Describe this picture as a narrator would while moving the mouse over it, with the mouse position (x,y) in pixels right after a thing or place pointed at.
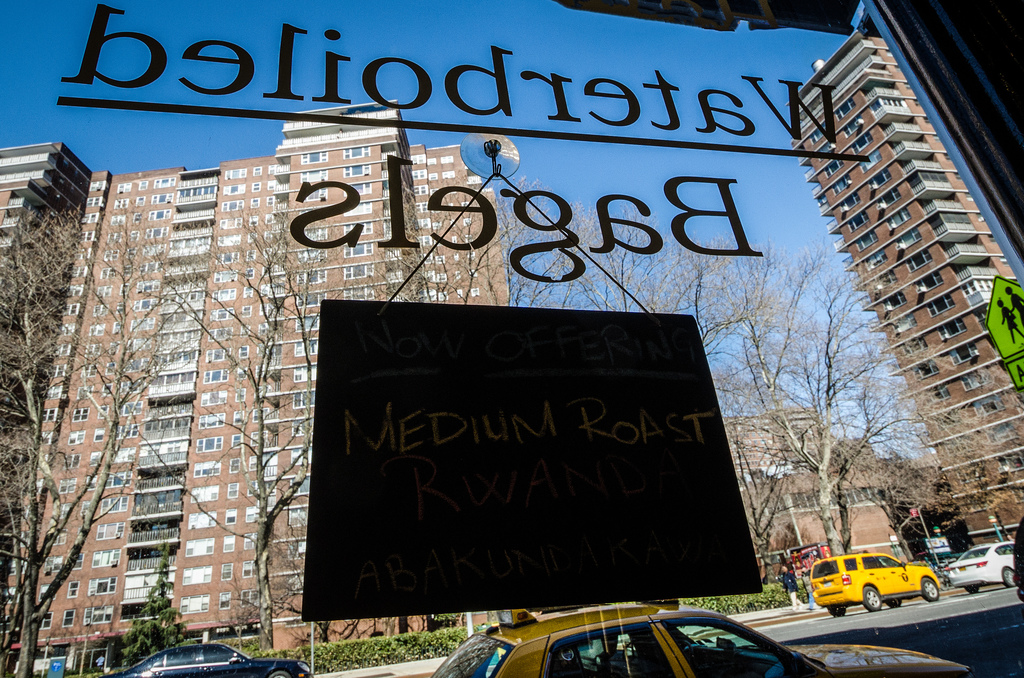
In the picture we can see a view from a restaurant window (399,582) with a glass (159,134) and from it we can see outside with road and some vehicles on it behind it, we can see a path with some poles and plants (382,644) and behind it, we can see some trees (18,511) and buildings (95,337) with windows (89,613) and glasses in it and in the background (525,258) we can see a sky (551,146).
